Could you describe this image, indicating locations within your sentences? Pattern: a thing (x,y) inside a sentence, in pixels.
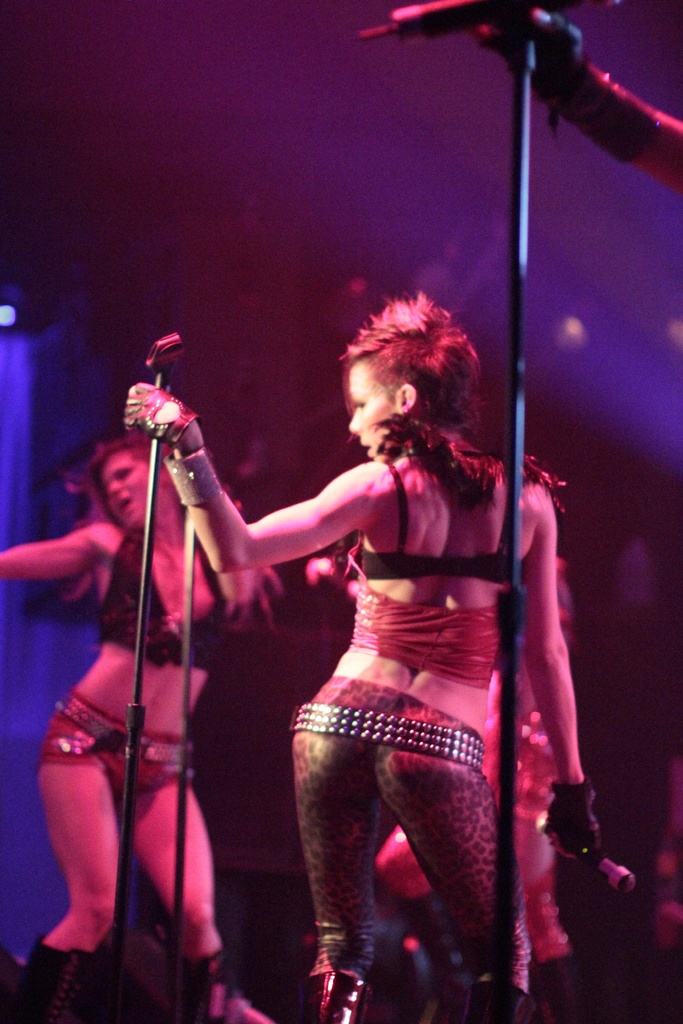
In the picture I can see two women (152,664) are standing and holding some objects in hands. The background of the image (359,259) is dark. I can also see poles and some other objects (24,403).
